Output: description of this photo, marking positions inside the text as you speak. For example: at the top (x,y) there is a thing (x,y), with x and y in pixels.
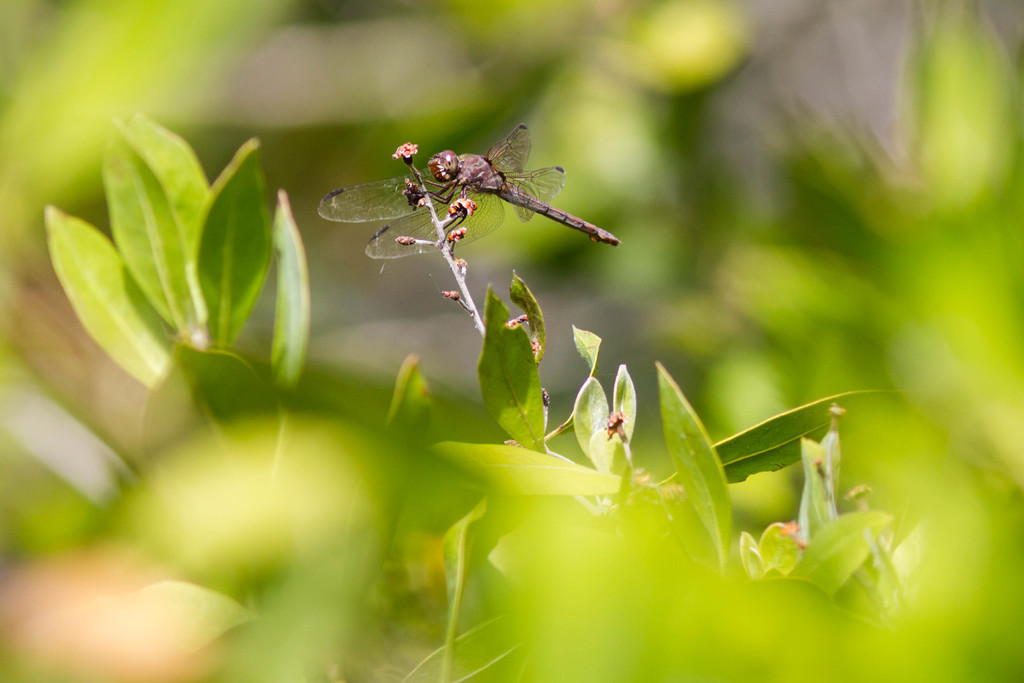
In this image we can see a dragonfly (455,193) on a plant (463,268). The background of the image (728,7) is blurred.
